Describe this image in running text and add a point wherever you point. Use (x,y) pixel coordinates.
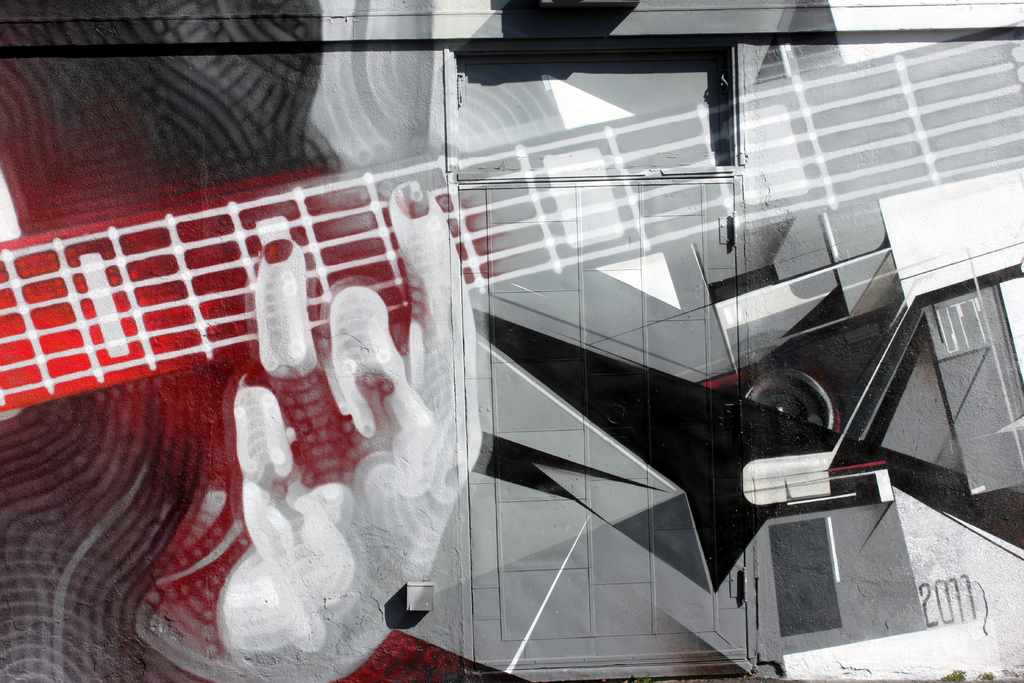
In this image we can see a person (412,221) is holding a musical instrument (212,244). This is speaker (799,396).
